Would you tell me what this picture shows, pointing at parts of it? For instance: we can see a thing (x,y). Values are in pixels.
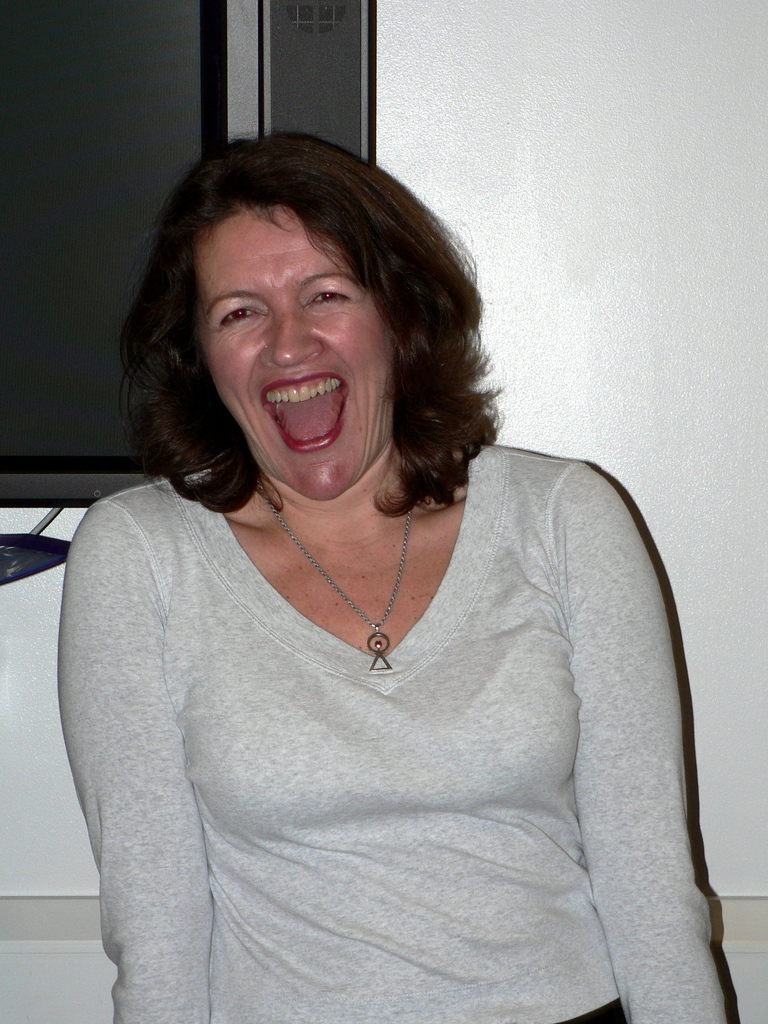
In this image we can see a woman (341,536). On the backside (99,219) we can see a television (112,344) and a wall (517,349).
